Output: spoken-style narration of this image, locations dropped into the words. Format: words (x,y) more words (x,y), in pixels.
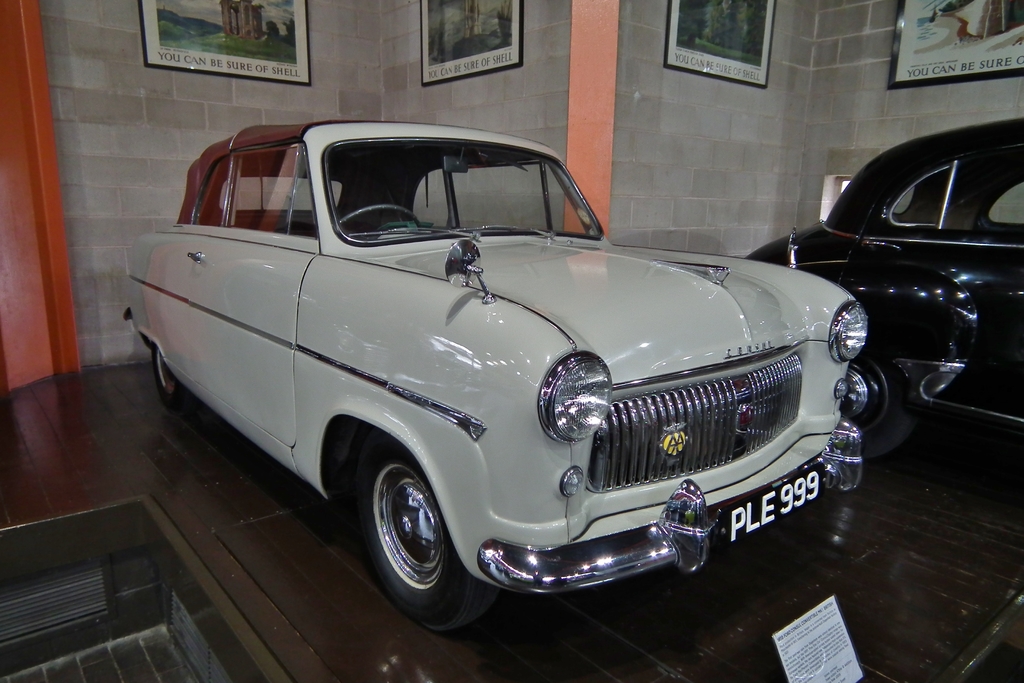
In this picture we can see two cars (729,339) on the floor (269,586). We can see a number plate (716,510) on the car (332,465). A paper (846,660) is visible on the floor (681,622). We can see few frames (166,64) on the wall (146,112).
